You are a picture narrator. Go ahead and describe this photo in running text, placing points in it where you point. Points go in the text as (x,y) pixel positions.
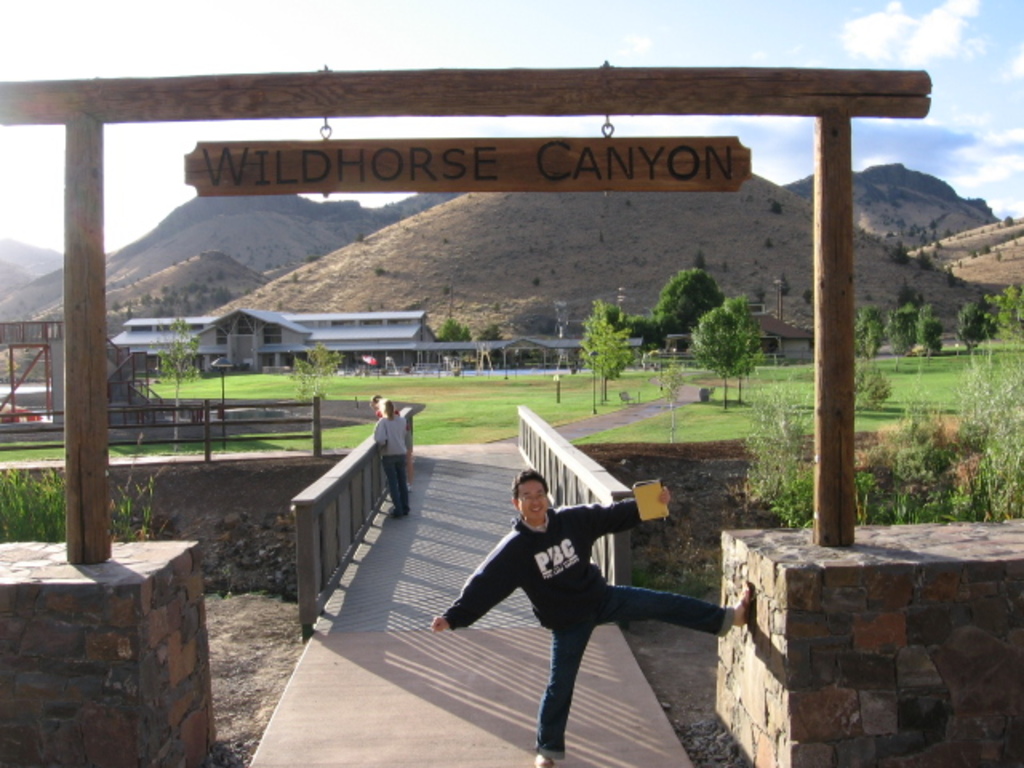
In the center of the image (534,490) we can see a man (565,551) standing and holding a book (646,491) in his hand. In the background (427,517) there is a bridge (400,525) and we can see people (403,463) standing on the bridge (398,550). At the top (711,142) there is a board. In the background (362,324) there are sheds (308,318), trees (442,334), hills (964,257), bushes (1009,407) and sky (351,43).
